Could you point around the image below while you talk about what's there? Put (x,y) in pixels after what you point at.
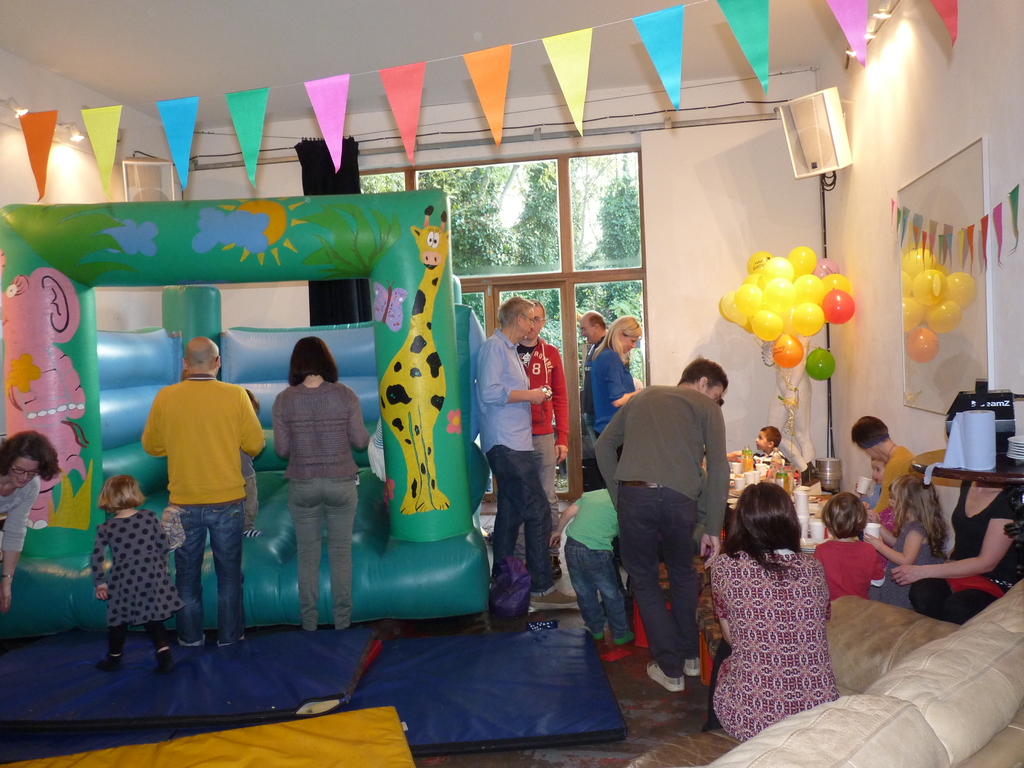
In this picture we can see an inflatable object (60,499), group of people (519,414), balloons (807,323), decorative flags (255,124), board (925,353) on the wall (892,122), speakers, tissue paper roll (955,419), sofa (948,629) with a person (790,663) sitting on it and some objects (746,473) and in the background (454,222) we can see trees (474,248).
